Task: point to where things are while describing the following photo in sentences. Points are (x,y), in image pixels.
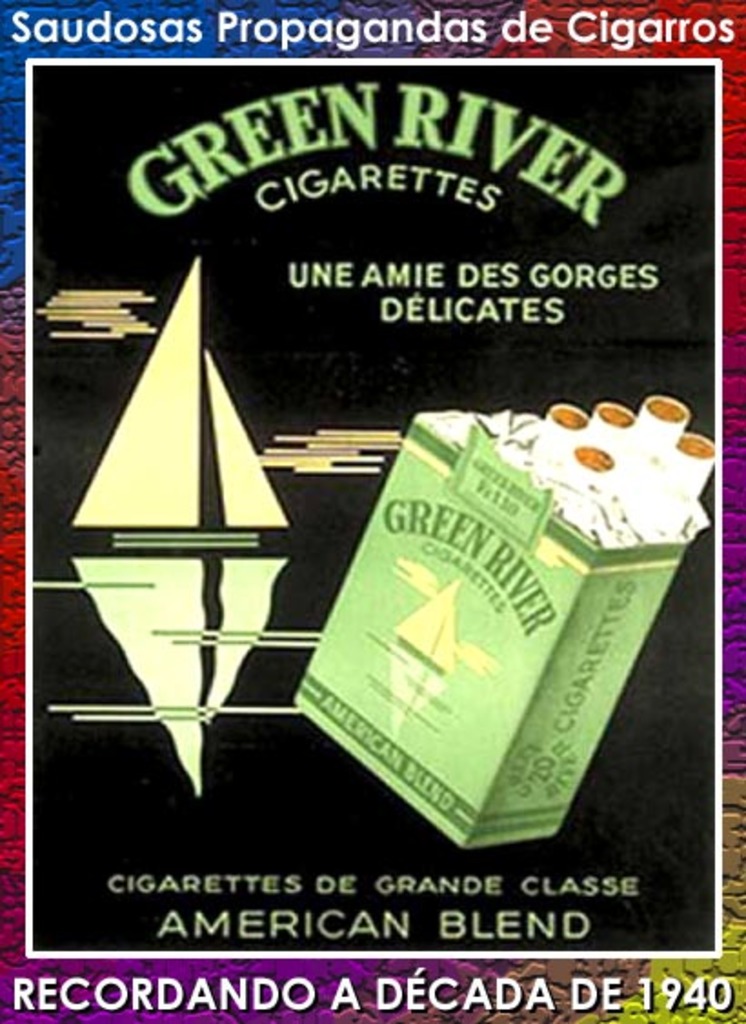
In the image there is a poster (290,572), it has cigarette pictures (397,624) and some text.
